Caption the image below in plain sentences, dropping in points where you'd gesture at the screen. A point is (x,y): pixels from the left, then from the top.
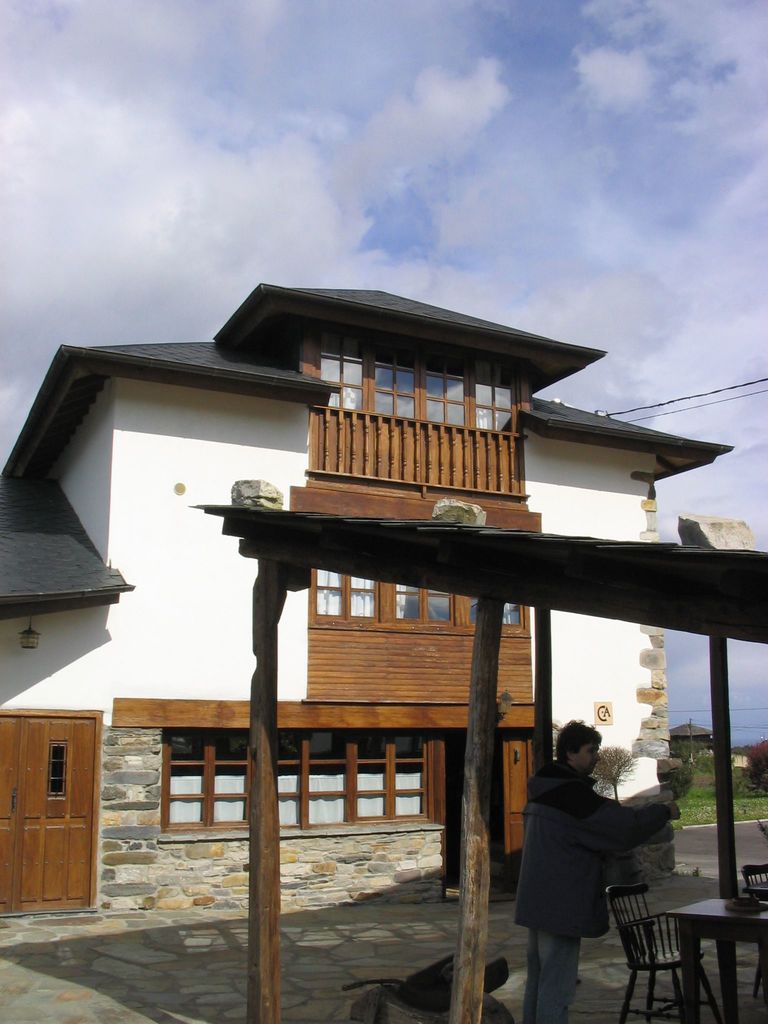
In this image we can see a person (596,845) standing under a roof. We can also see some wooden poles (722,814), a table (693,968) and some chairs (673,968). On the backside (340,660) we can see a building (160,773) with windows (396,731), a hut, grass (711,795), wires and the sky (372,180) which looks cloudy.
